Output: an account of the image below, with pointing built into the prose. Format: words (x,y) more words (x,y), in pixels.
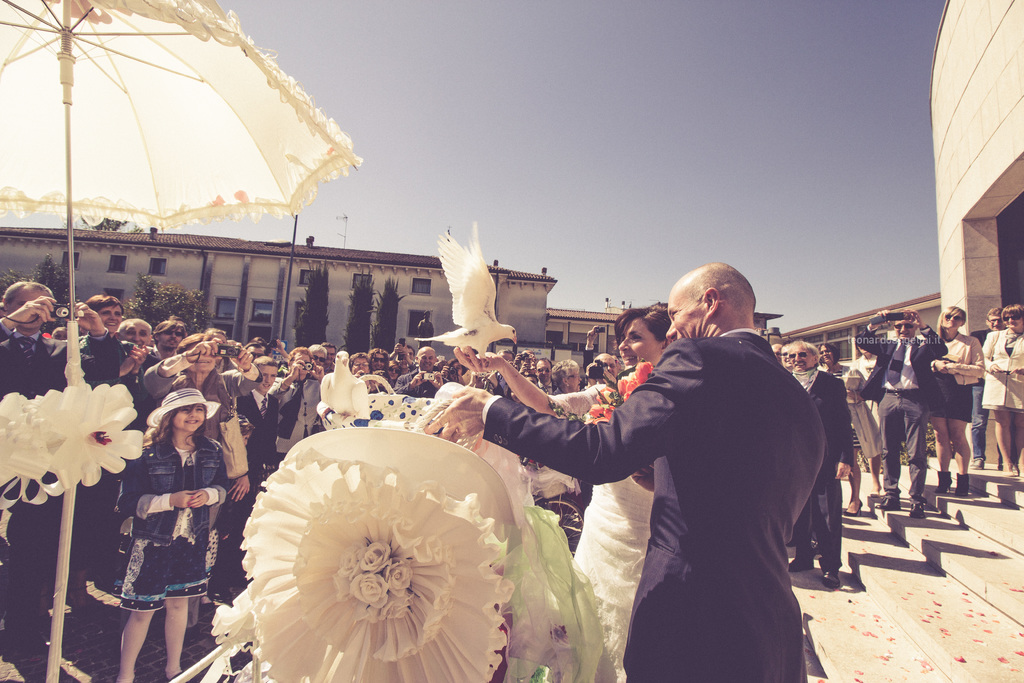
In the middle of the image (465,423) there is a man (659,395) standing and holding an object (396,409) in his hand (465,420). Beside him there is a lady (493,352) standing and holding a bird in the hand (483,366) and also there are flowers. On the left side of the image (42,113) there is a pole (61,623) with an umbrella (169,194). Behind them there are many people (254,421) standing. And there are few people (418,360) with cameras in their hands (18,310). Behind them in the background (310,264) there are trees (321,288), buildings (613,321) and also there is sky (614,166).
